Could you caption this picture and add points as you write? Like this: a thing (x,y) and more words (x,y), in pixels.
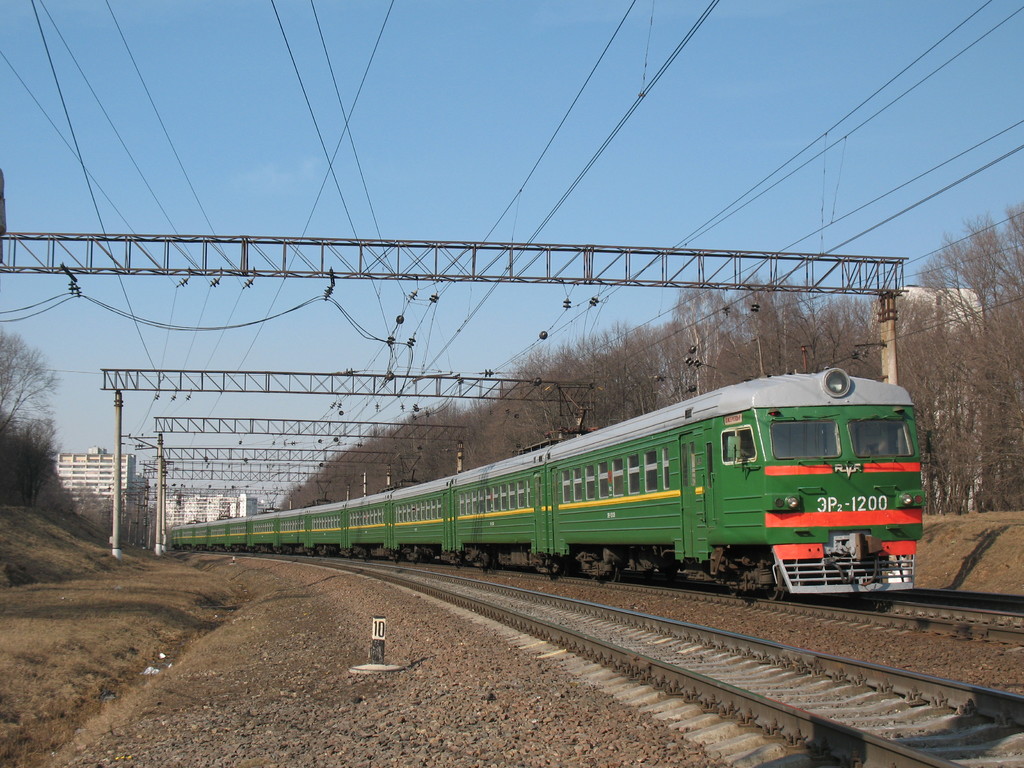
In this image there is a train (722,434) on the railway track (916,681). In the background of the image (314,446) there are metal rods (238,270), wires (275,314). There are buildings (84,470), trees (380,430). On top of the image (487,147) there is sky (469,106).
